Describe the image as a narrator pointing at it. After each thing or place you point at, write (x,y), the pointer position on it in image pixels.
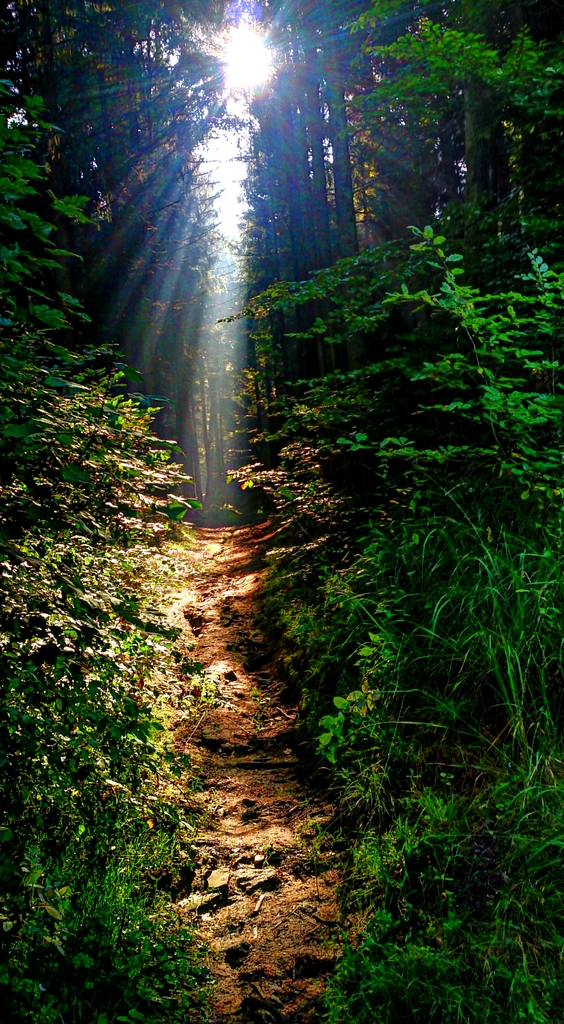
Here we can see plants (269,357) and trees (282,368).
